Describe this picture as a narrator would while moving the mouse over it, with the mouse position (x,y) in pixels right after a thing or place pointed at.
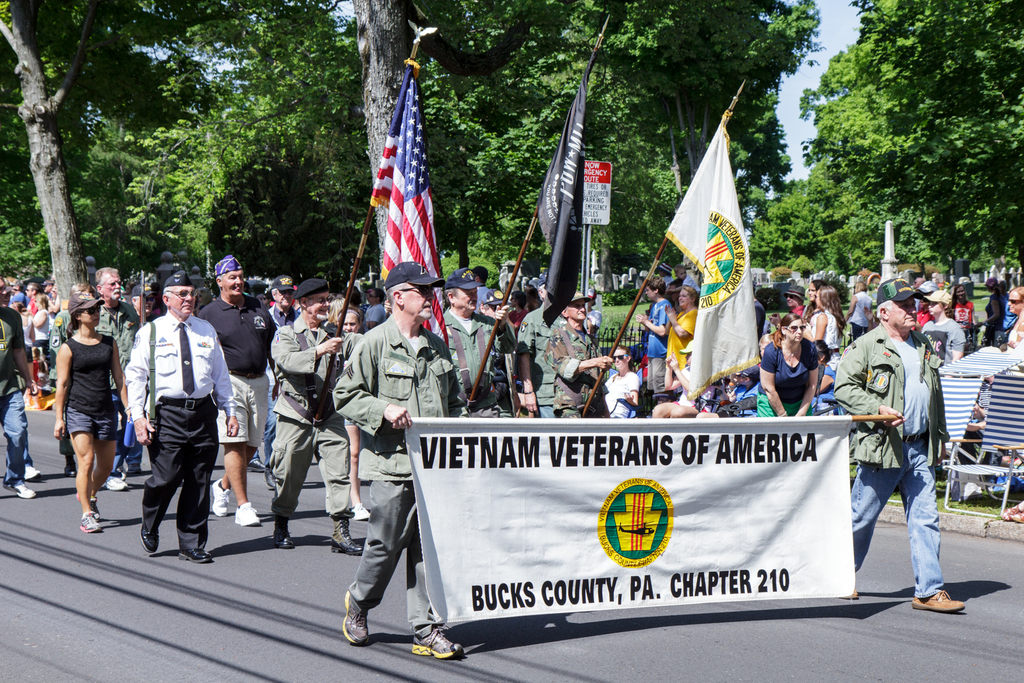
The image is taken outdoors. At the bottom of the image (212,615) there is a road (756,651). In the background (774,201) there are a few trees (683,186) and plants (243,251) with green leaves (142,181), stems (49,199) and branches (861,208) on the ground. There are a few tombstones (818,278) on the ground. In the middle of the image (398,310) many people (342,310) are walking on the road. A few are holding flags (585,129) in their hands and two men (845,399) are holding a banner (565,542) with the text (487,444) on it. On the right side of the image (951,408) there is a resting chair (982,447) on the ground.
